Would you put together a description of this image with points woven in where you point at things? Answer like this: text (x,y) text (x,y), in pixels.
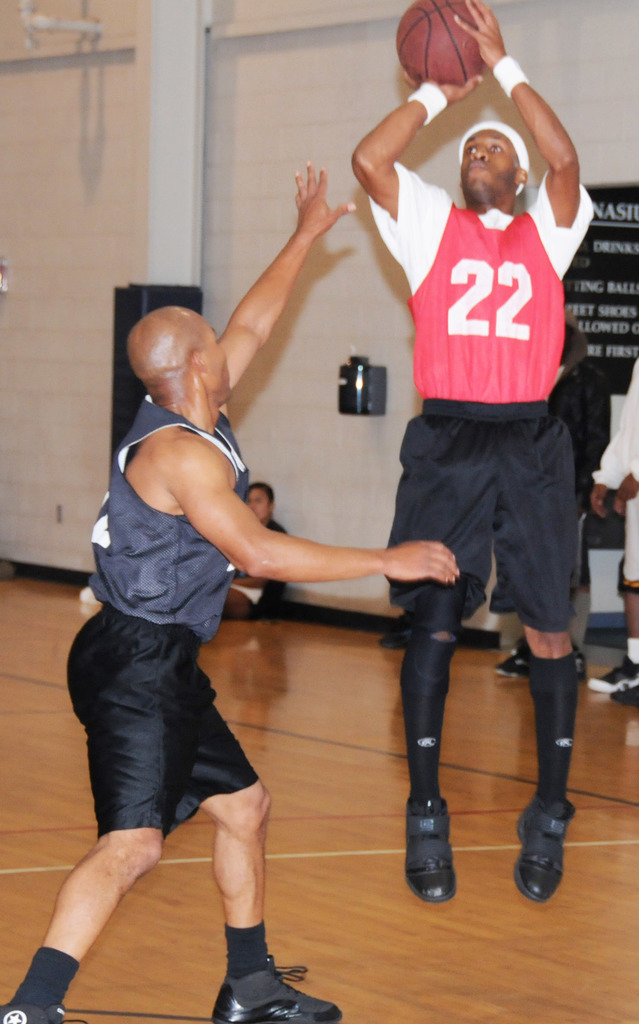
In this picture there is a man (469,532) on the right side of the image (519,100), by holding a ball (474,28) in his hands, it seems to be, he is jumping and there is another man (147,479) beside him, there are other people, pillar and a board (612,206) in the background area of the image (176,256).
